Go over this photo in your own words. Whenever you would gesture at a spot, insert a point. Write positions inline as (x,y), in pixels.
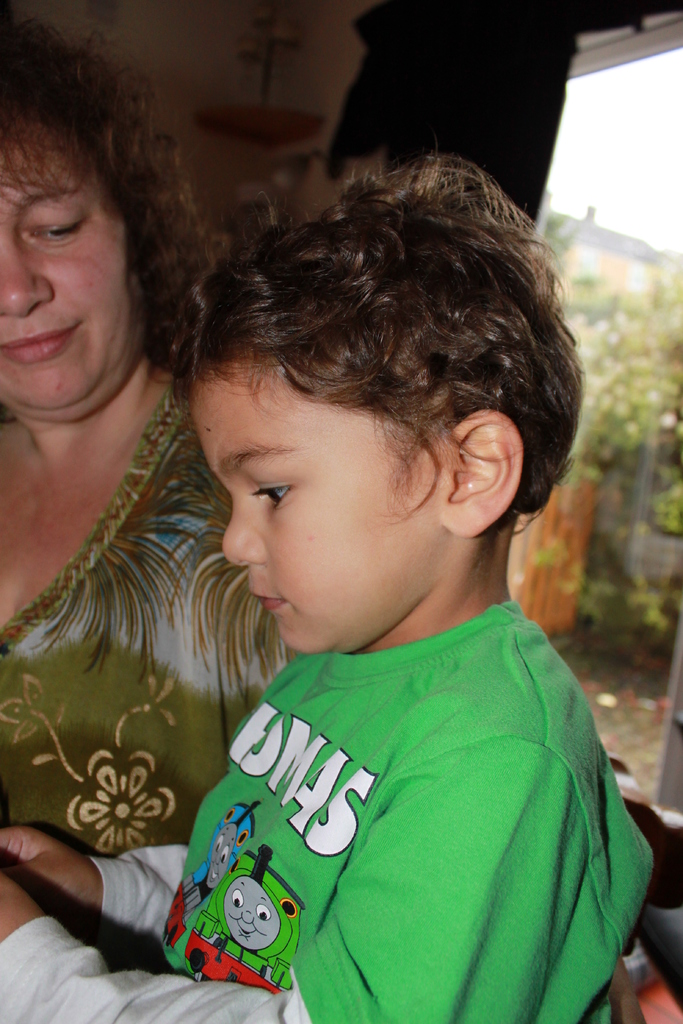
In the picture there is a boy (191,903) and behind the boy (259,900) there is a woman (90,511), she is looking at the boy (342,832). In the background (599,139) there is a window (610,164) and behind the window (578,348) there are few trees (627,354).
